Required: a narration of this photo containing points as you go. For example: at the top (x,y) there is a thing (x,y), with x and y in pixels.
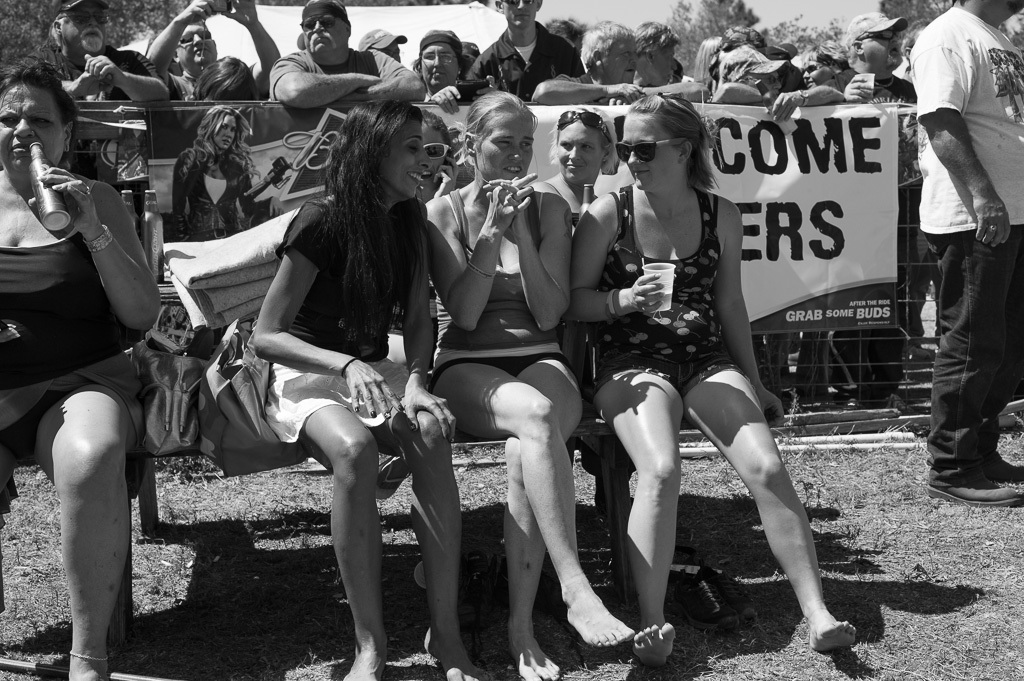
This picture shows a woman (757,433) seated on the bench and we see a woman (630,292) holding a glass (669,275) in her hand (641,300) and another women (62,146) holding a bottle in her hand (89,216) and we see few people (991,34) standing and a metal fence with couple of banners (811,200) on it and we see couple of women (605,203) sunglasses (628,153) on their faces (658,179) and we see trees (739,16) and grass (965,549) on the ground (965,549).
